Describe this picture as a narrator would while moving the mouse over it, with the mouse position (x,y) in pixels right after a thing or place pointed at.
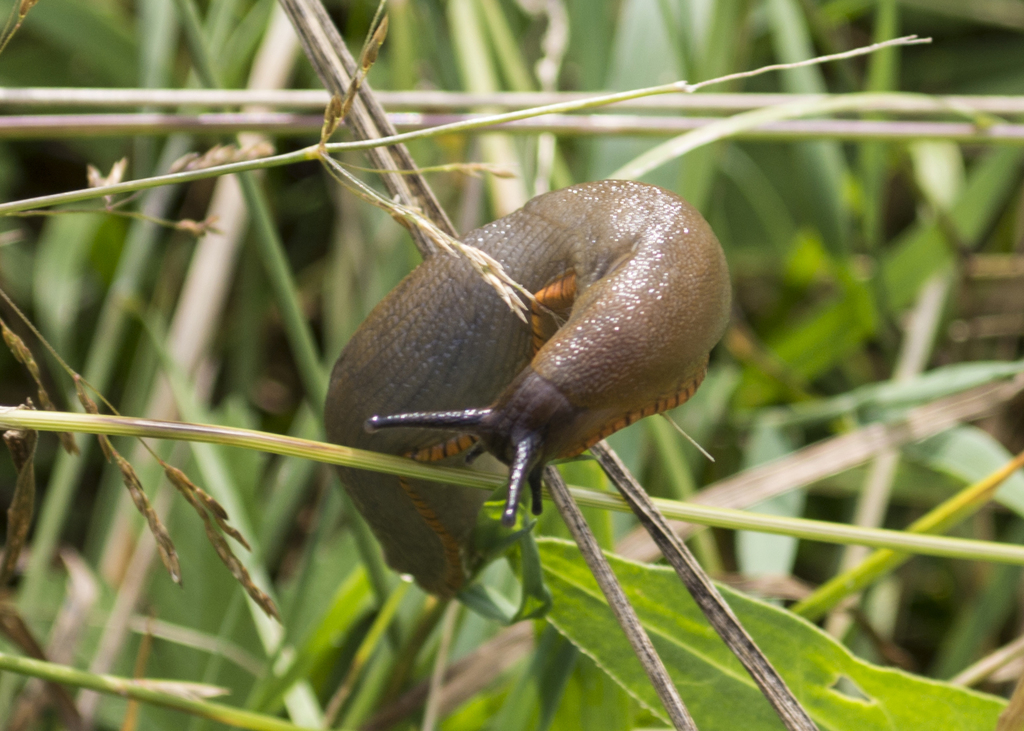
In the picture I can see the slug animal (557,193). I can see the green grass (343,301) and there are green leaves (537,598) at the bottom of the picture (906,711).
